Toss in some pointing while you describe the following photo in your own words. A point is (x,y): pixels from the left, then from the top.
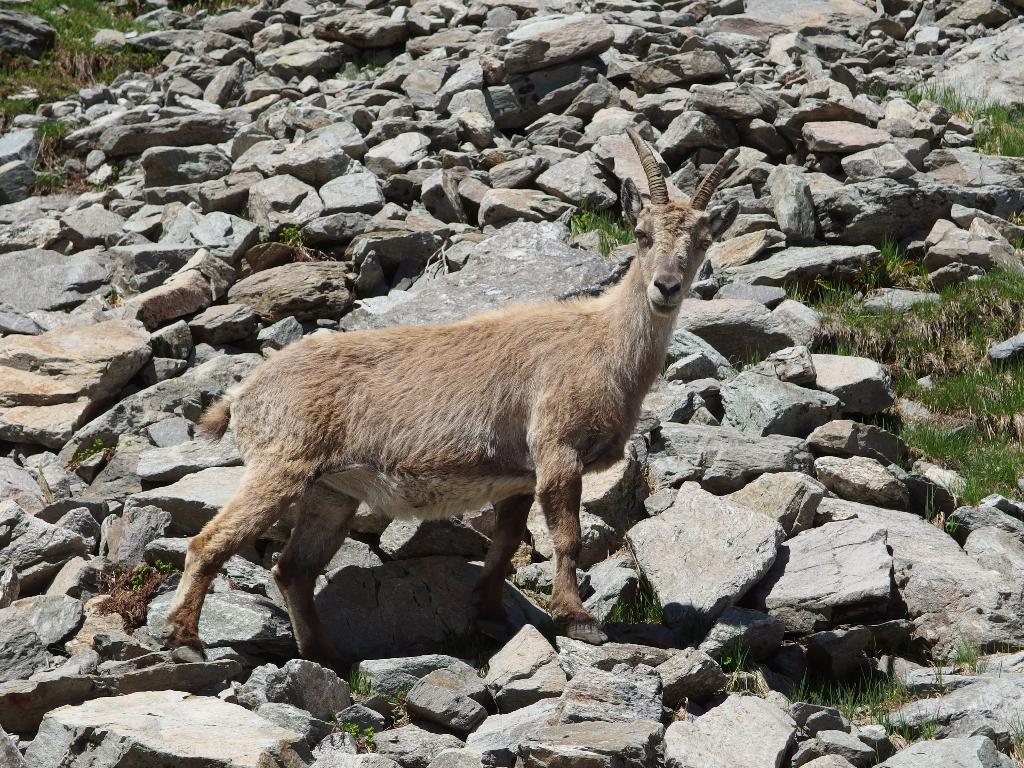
In the center of the image (392,425) we can see goat (436,419) standing on the stones (648,649). In the background (167,167) we can see grass (1001,147) and stones (133,104).
